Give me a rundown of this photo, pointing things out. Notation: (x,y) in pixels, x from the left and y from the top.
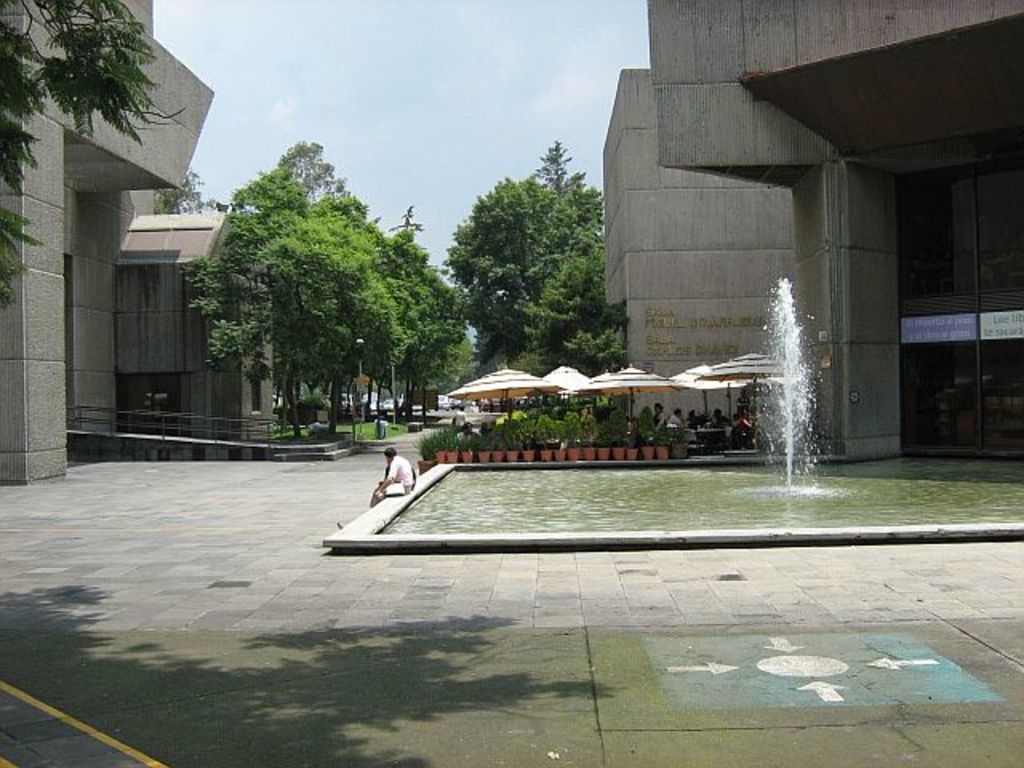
In this picture we can see water (785,466), boards (989,323), plants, and few persons (713,419). There are trees (474,321) and buildings (690,127). In the background (541,66) there is sky (410,126).
